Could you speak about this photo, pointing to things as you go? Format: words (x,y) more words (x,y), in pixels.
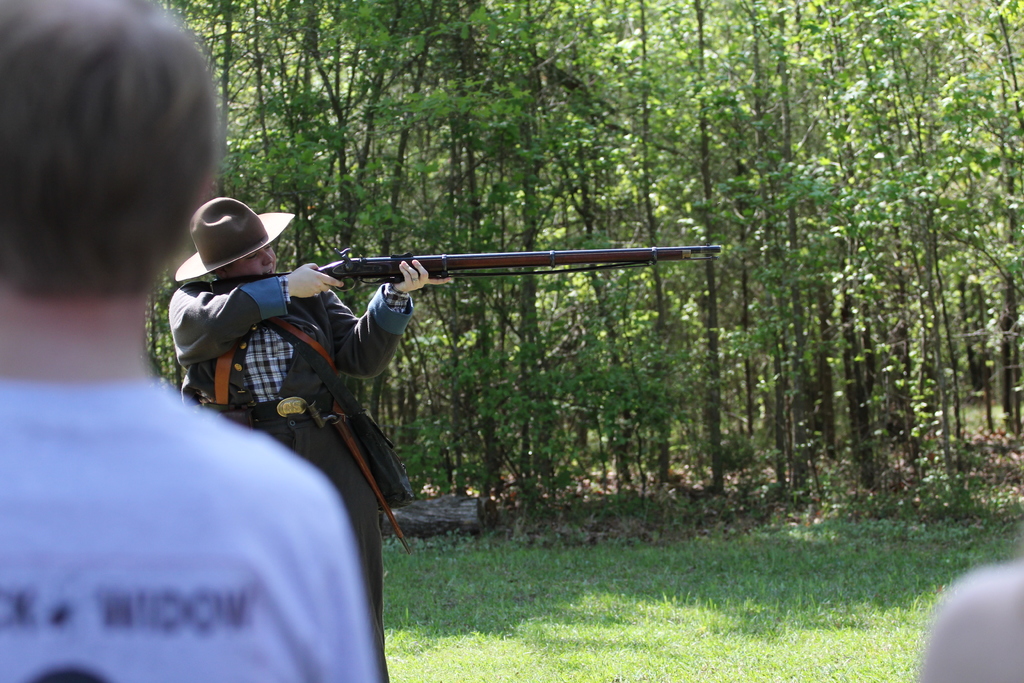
In this image, we can see a person (301,304) holding gun (437,257) and in the background (418,144), there are trees (633,274). In the front (181,571), there is a man (236,615) standing.
